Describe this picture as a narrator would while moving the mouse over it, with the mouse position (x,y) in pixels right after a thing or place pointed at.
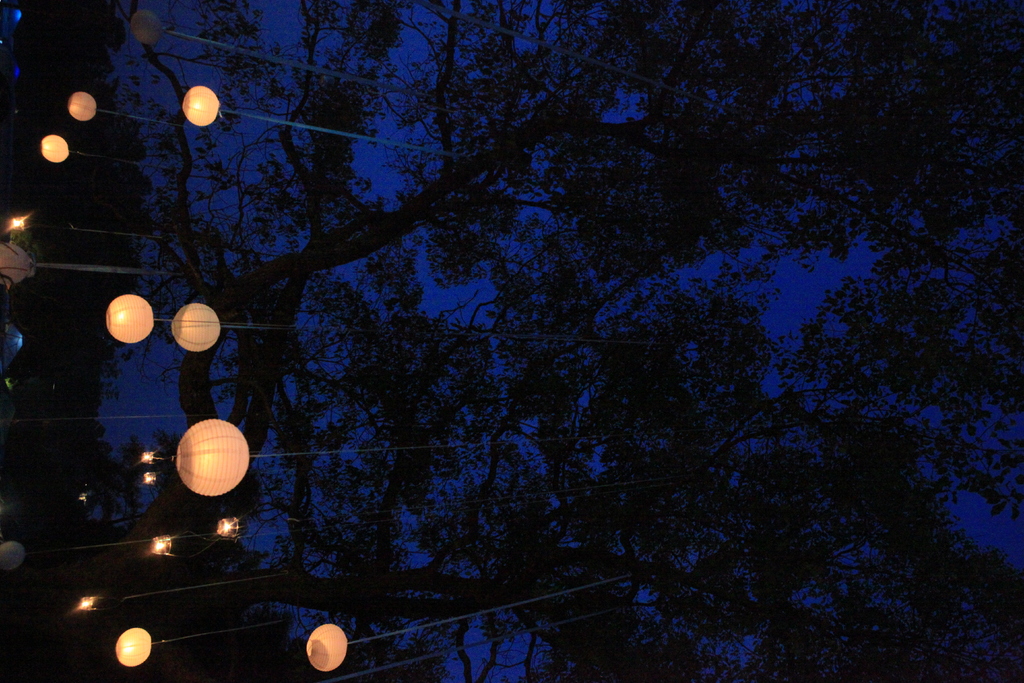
In this image on the left side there are some lights (133,315), and on the right side (754,327) there are some trees (426,312) and in the background (270,46) there is sky (755,284).
